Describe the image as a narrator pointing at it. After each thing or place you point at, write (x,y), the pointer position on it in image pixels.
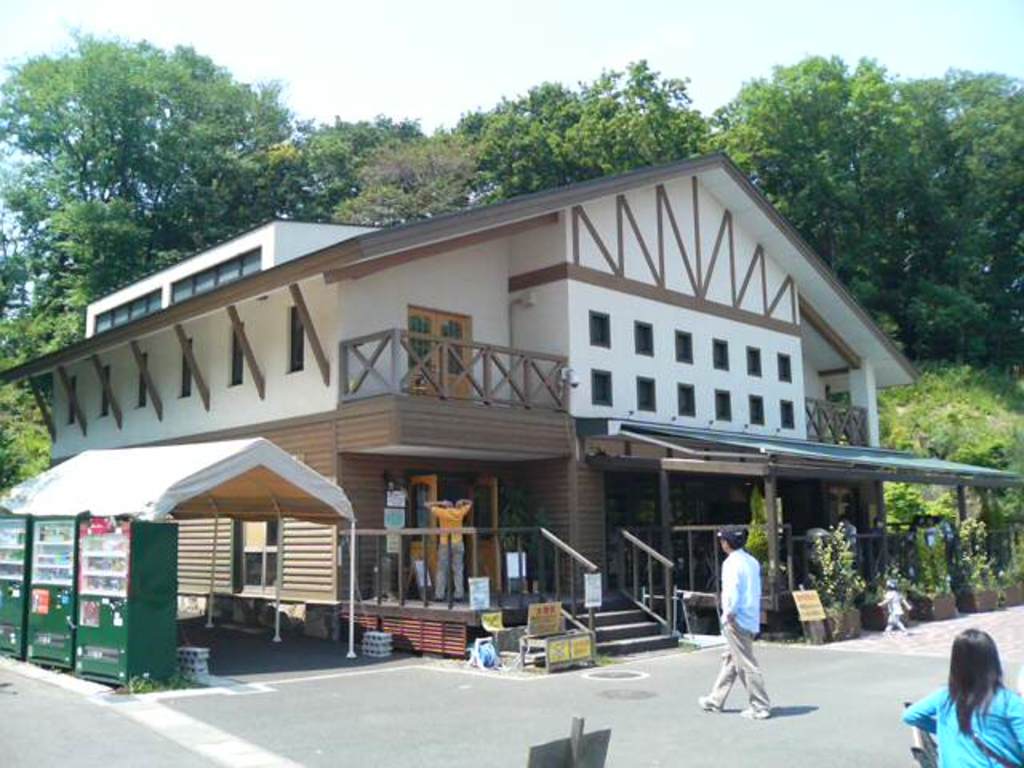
In this image we can see a building (172,411). In front of the building (717,552) we can see the plants (850,619) and persons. On the left side (188,491), we can see a tent (223,488) and few objects (110,558). Behind the building (344,393) there are group of trees (931,238). At the top (394,51) we can see the sky (394,51). At the bottom (1005,740) we can see a person (981,757) and a placard (553,748).
